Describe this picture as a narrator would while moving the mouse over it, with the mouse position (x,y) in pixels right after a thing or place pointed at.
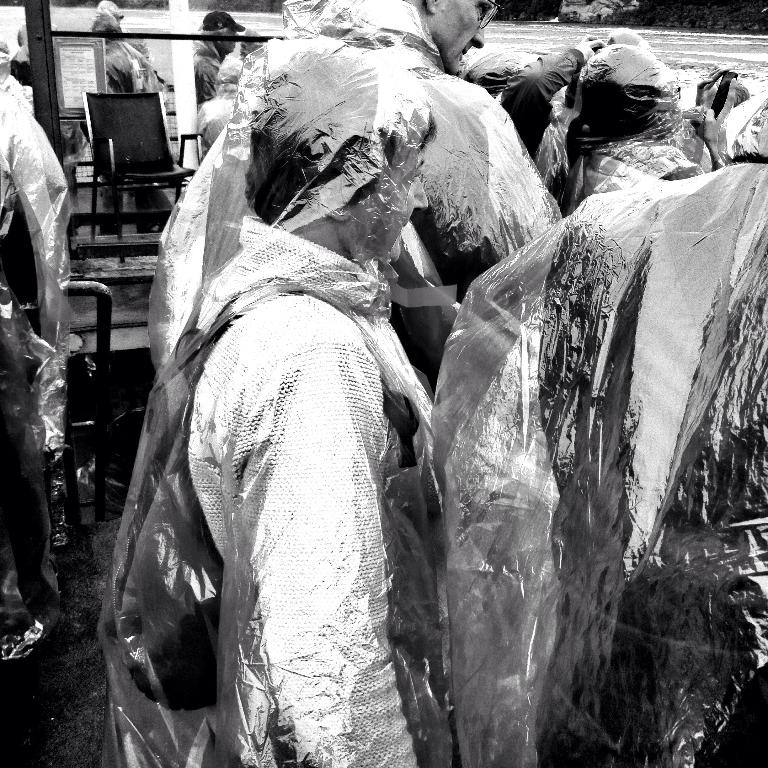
This picture show a group of people (188,357) standing by wearing covers (491,680) on their body (580,412).
